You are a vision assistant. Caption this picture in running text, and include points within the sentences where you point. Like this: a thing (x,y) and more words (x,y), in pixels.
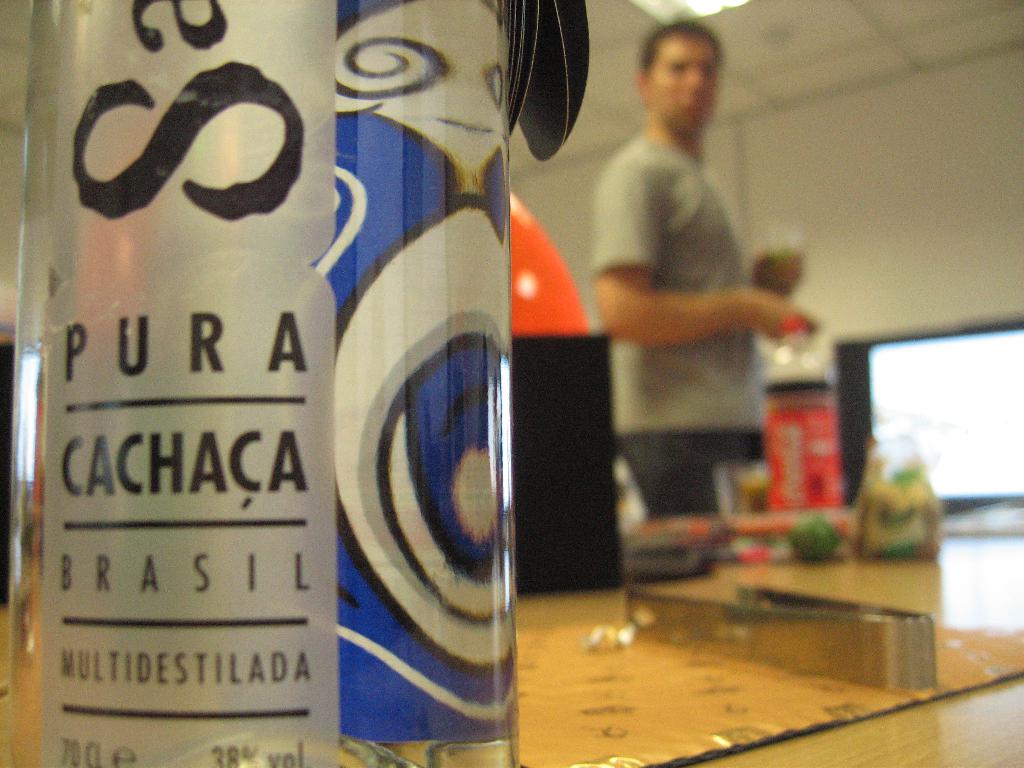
This picture is clicked inside the room (541,583) and in front of the picture, we see a bottle (372,226) in silver and blue color with some text (218,206) written on it and the bottle (374,494) is placed on the table (564,663). There are bottle (811,487), plastic cover (891,520) and a bowl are placed on the table (786,572). Behind the table (805,583), we see man (645,231) in grey color is standing and on the right corner of the picture (856,398), we see television (940,370) and behind that, we see wall (909,124) which is white in color.
